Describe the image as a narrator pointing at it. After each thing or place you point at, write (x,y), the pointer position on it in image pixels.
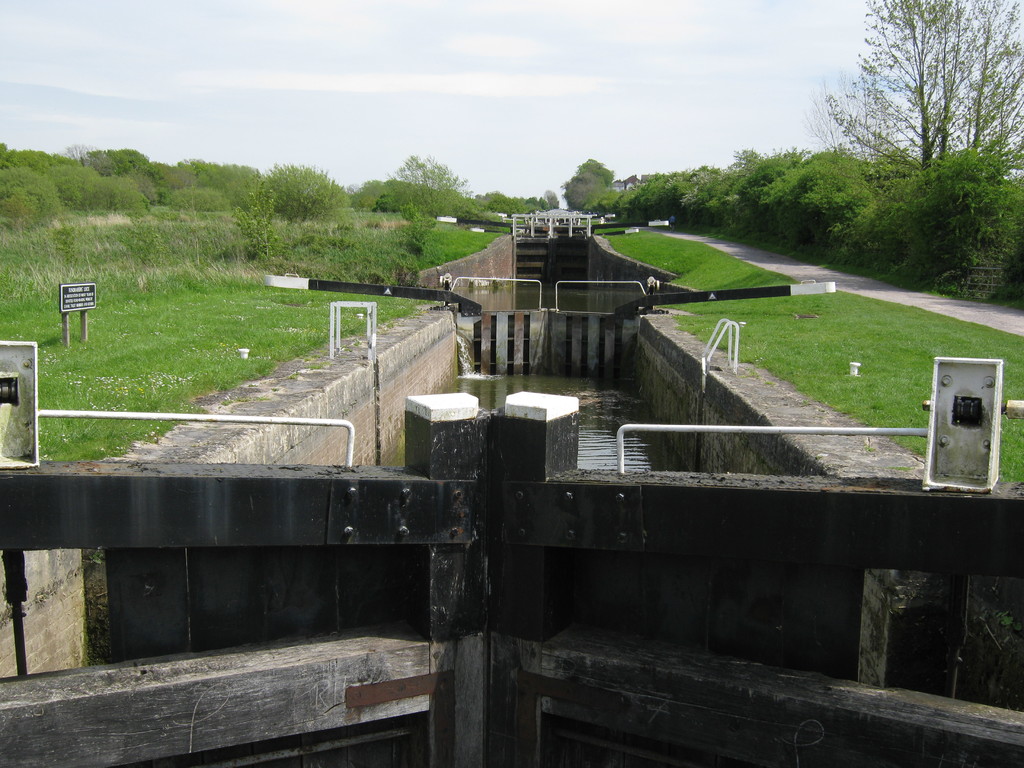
In the middle of the picture (392,494) we can see gates (517,515) and a water body (533,301). On the left (245,212) there are trees (284,216), plants (274,261) and grass (147,342). On the right (841,147) there are trees (815,201) and a path (876,293). In the center of the background (599,191) there are trees (584,195). At the top (439,82) there is sky (630,55).
